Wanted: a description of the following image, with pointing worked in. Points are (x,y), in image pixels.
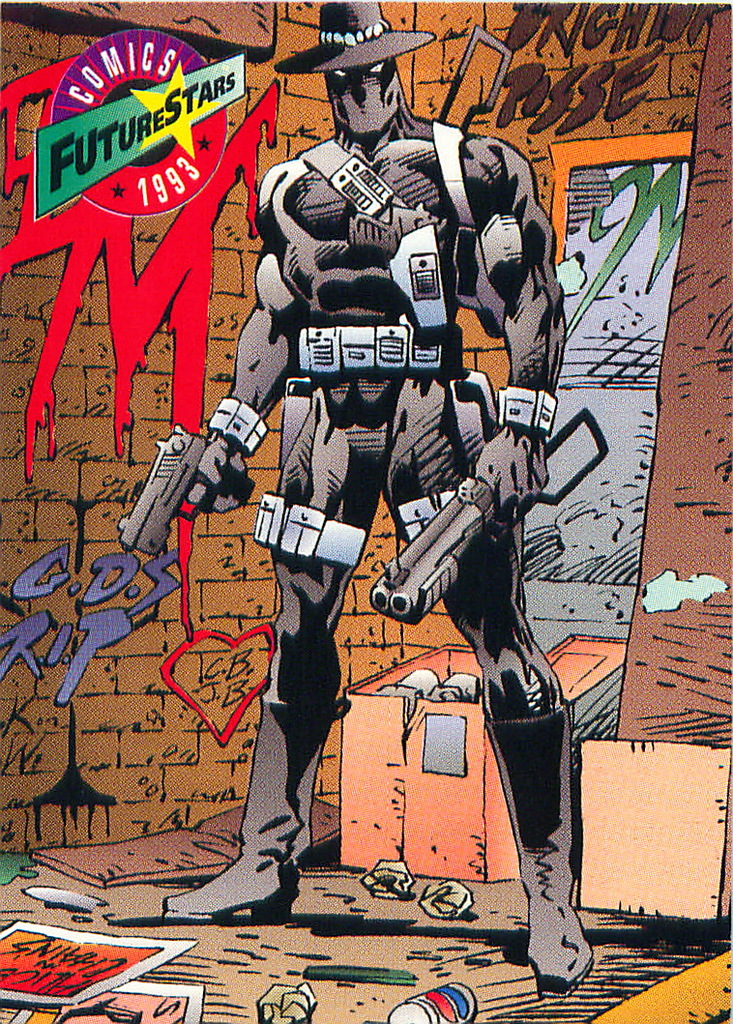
In this image we can see an animated picture of a person (340,489) holding objects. And there are papers (147,968), box (483,839), bottle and few objects (343,976) on the ground (184,959). We can see a text (12,132) written on the wall (191,398) and a logo (172,81).
